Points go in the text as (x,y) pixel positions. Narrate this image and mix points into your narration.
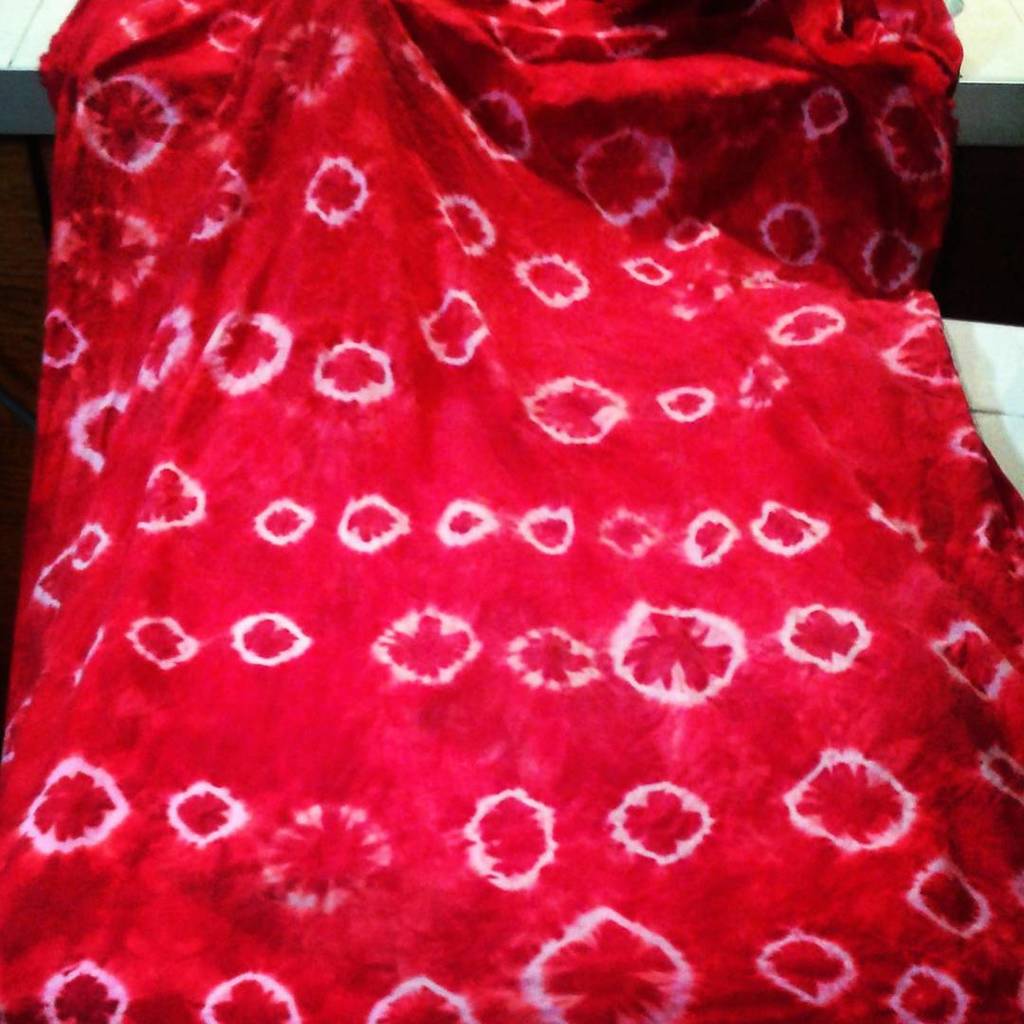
In this image I can see a red color of cloth (810,5).
